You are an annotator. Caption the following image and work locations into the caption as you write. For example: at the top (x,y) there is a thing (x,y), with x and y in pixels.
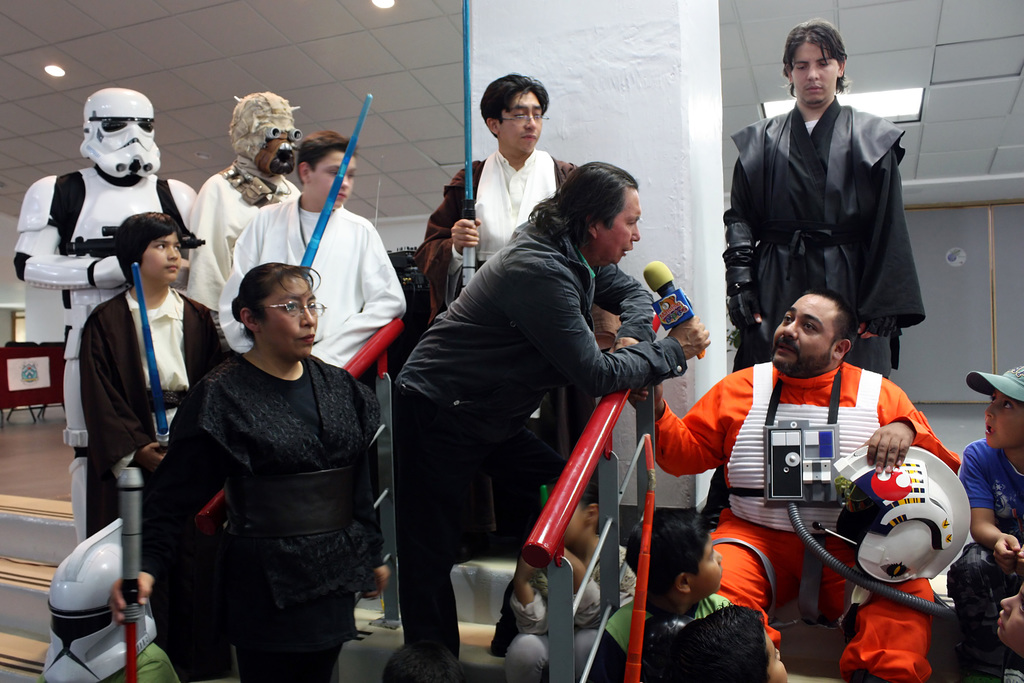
This picture shows few people (440,280) standing and a man (507,352) holding a microphone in his hand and speaking and we see few of them wore fancy dress (454,269) and few of them holding sticks (368,100) in their hands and we see few are seated on the stairs (828,636) and we see lights (386,5) to the roof (336,19).
